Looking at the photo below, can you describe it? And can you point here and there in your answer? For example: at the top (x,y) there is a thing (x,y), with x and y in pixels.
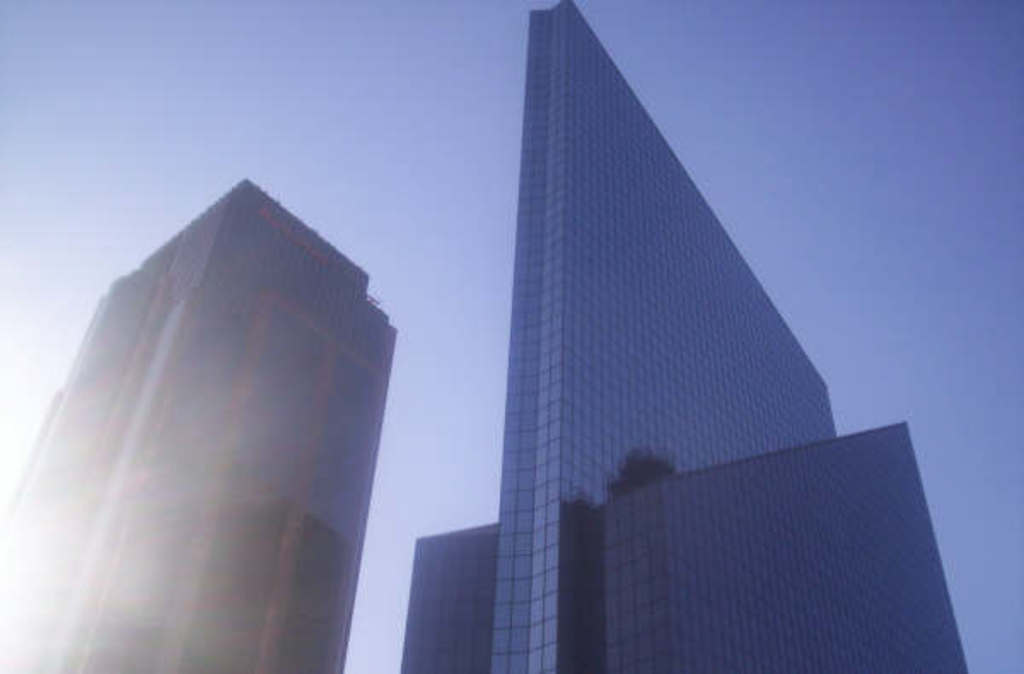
In this picture there are skyscrapers (583,293) in the image.
